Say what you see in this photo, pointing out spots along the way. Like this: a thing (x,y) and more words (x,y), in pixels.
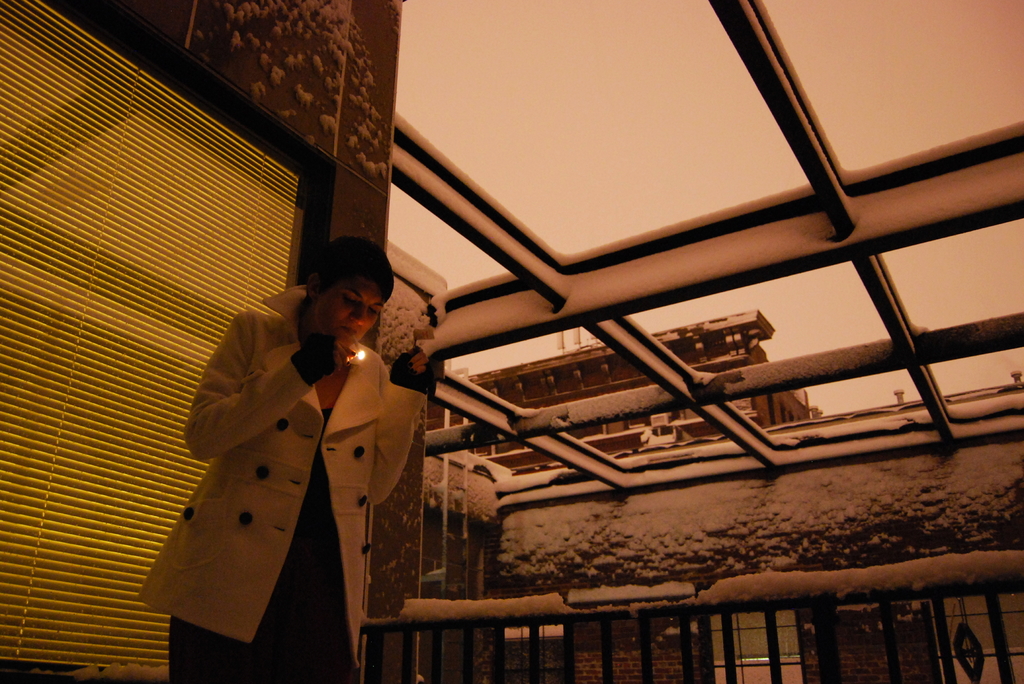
This image is taken outdoors. On the left side of the image (122,202) there is a building (176,158) with a wall (282,54) and a window blind (102,371). In the middle of the image (342,317) a woman (212,459) is standing on the floor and she is holding a lighter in her hand (303,366). On the right side of the image (1020,434) there is a house (582,512) and it is covered with snow (605,296).
